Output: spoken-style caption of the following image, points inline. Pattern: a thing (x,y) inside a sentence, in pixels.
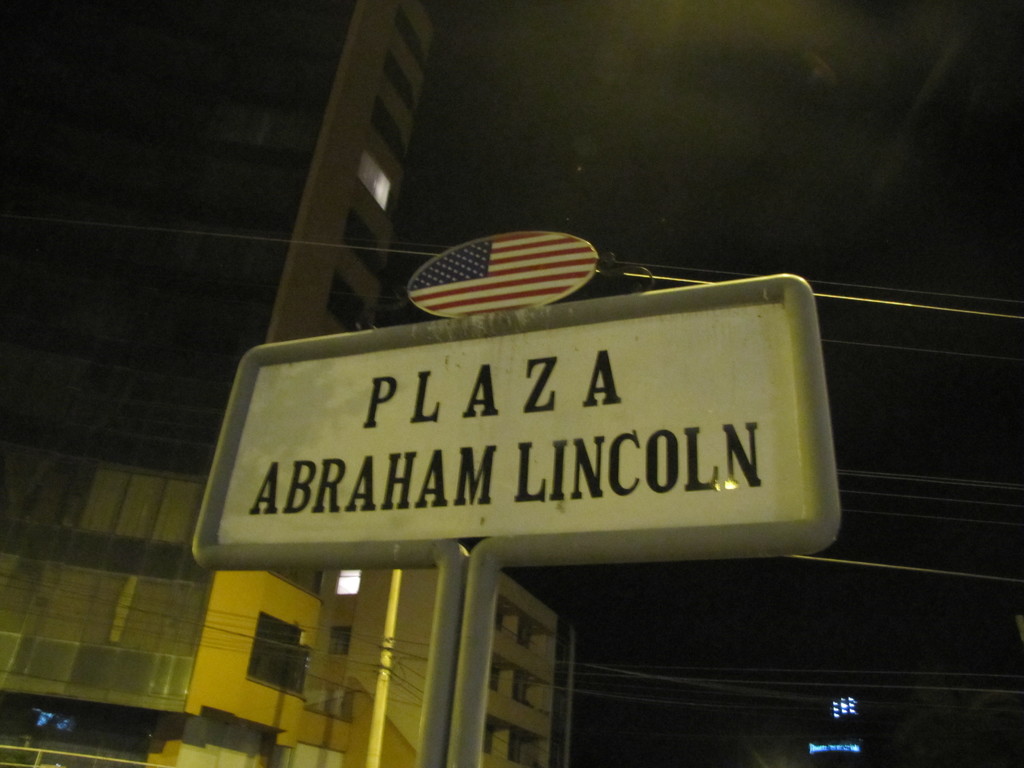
In this picture there is a board (736,335) on the pole (429,694) and there is a text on the board (510,528). At the back (426,605) there are buildings (336,590) and wires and there are lights (370,190) inside the buildings (558,686). At the top (771,59) there is sky (918,84).
